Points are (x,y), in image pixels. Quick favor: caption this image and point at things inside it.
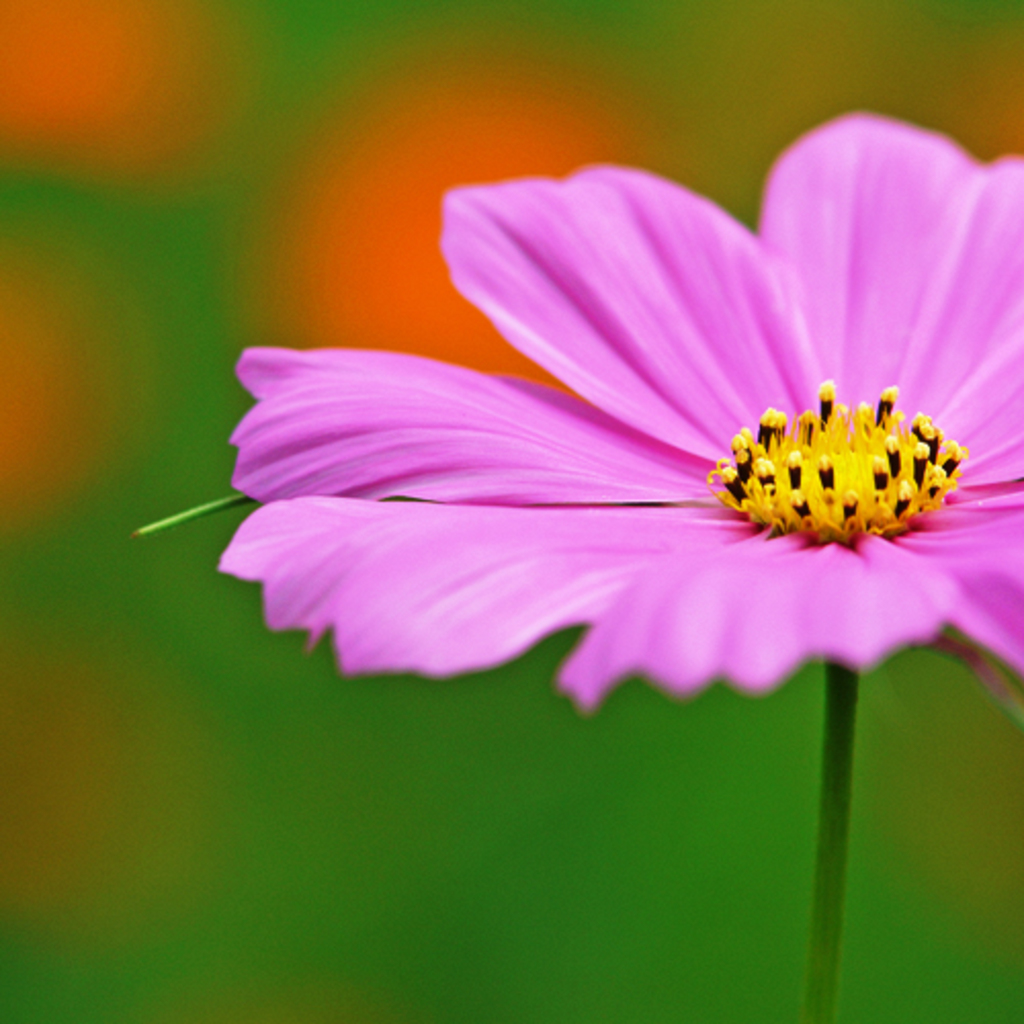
In this picture I can see a flower (616,192), and there is blur background (290,978).
